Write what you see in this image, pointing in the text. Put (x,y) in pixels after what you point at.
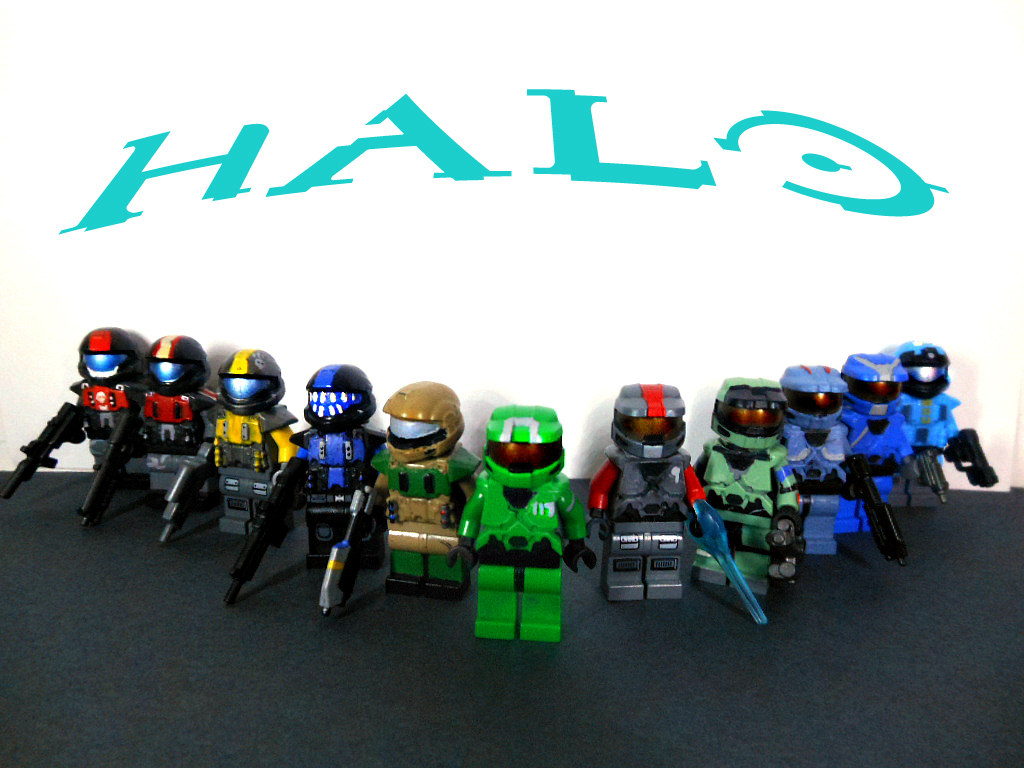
In the image there are toys (634,554) on the black surface (932,585). Behind the toys (94,376) there is a white background (935,91) with something written on it.
